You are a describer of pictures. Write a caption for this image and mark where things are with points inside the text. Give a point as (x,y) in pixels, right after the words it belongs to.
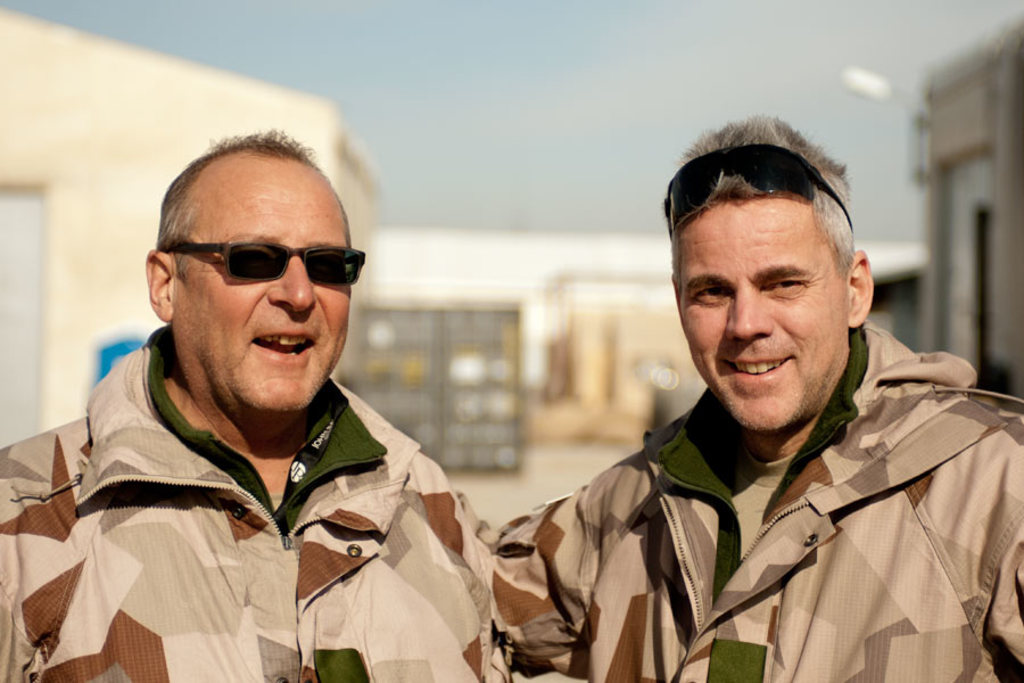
In this image I can see two men (474,602) wearing uniforms (561,528), black color goggles (338,268) and smiling. In the background (155,172), I can see the buildings (485,290). On the top of the image (509,56) I can see the sky (580,53).
